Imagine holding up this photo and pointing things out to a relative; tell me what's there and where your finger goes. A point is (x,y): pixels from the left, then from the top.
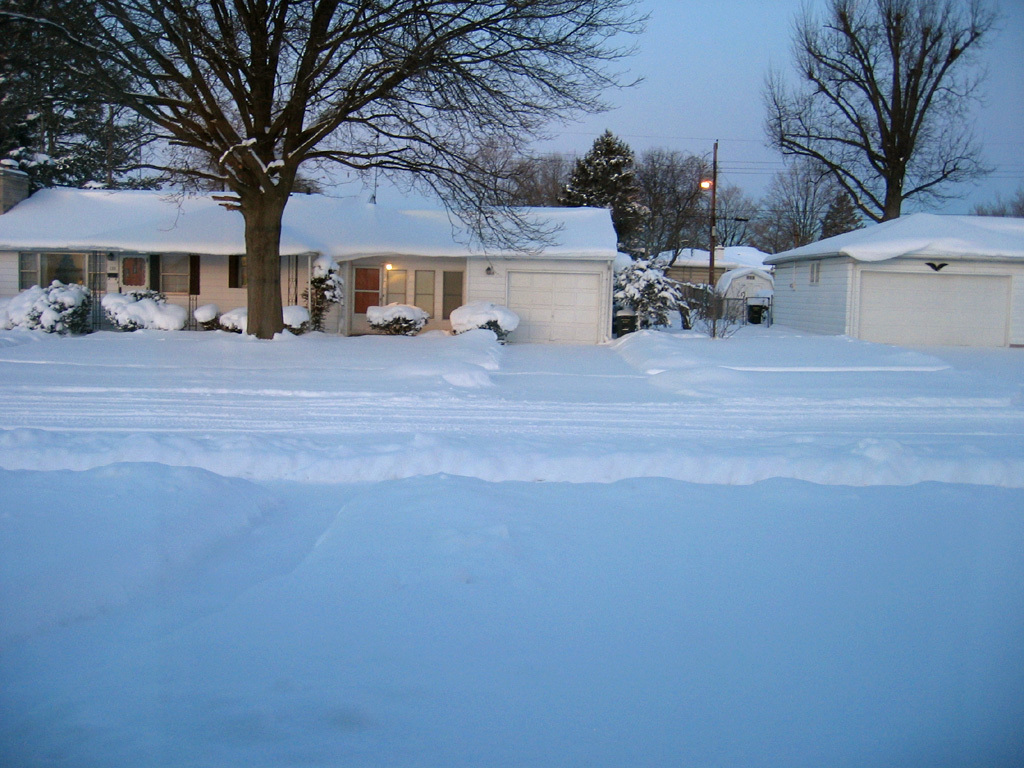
In this image in the front (368,483) there is snow (510,471) on the ground (340,449). In the background (331,263) there are trees (654,246), buildings (547,254) and there are wires (759,161) and there is a pole (713,201) and light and on the top of the buildings (542,209) there is snow (407,241).
